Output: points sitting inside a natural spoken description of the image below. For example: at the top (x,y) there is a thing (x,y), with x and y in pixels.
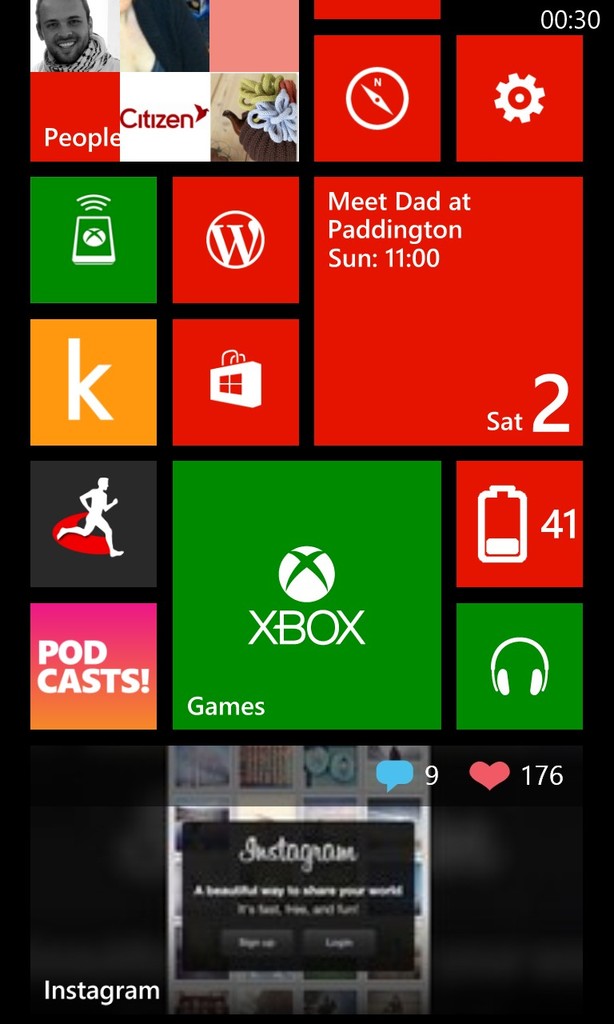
In this image I can see the screen (389,633) of a mobile (210,469) which is having different apps (207,544). At the bottom of the screen (463,1002) there is a instagram app (254,936) and it represents there are 9 comments (420,782) and 176 likes (537,784). At the right top corner (593,13) it is showing time.
